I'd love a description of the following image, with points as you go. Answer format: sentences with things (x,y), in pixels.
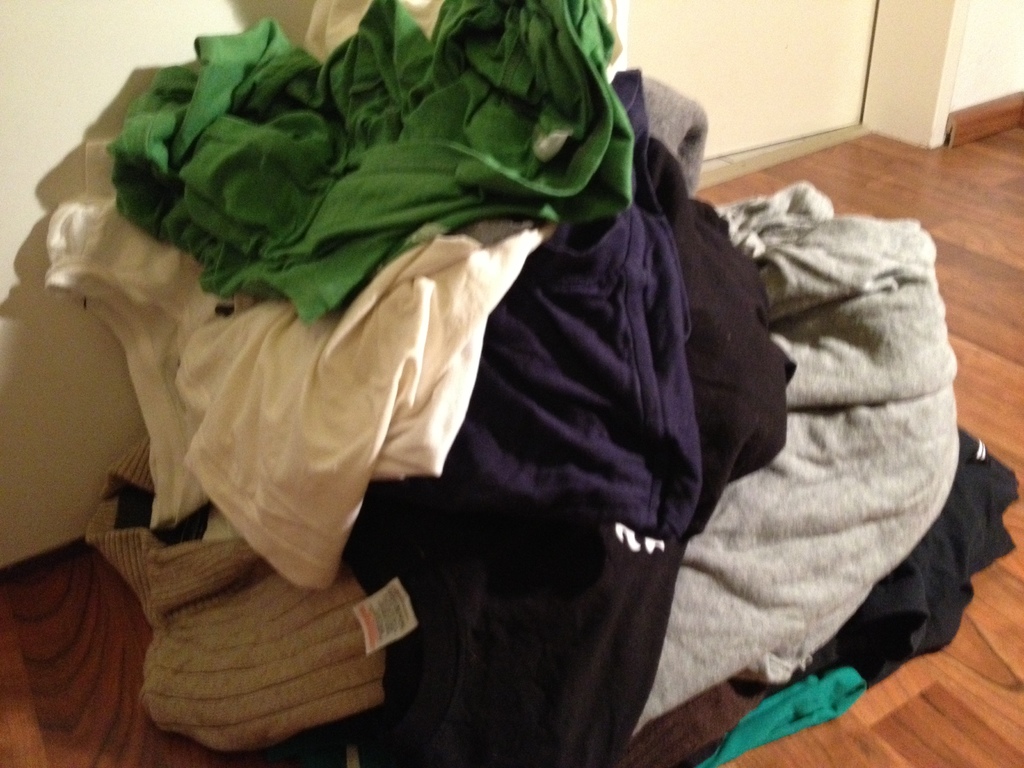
In this image we can see clothes (458,383) on the floor (199,758).
